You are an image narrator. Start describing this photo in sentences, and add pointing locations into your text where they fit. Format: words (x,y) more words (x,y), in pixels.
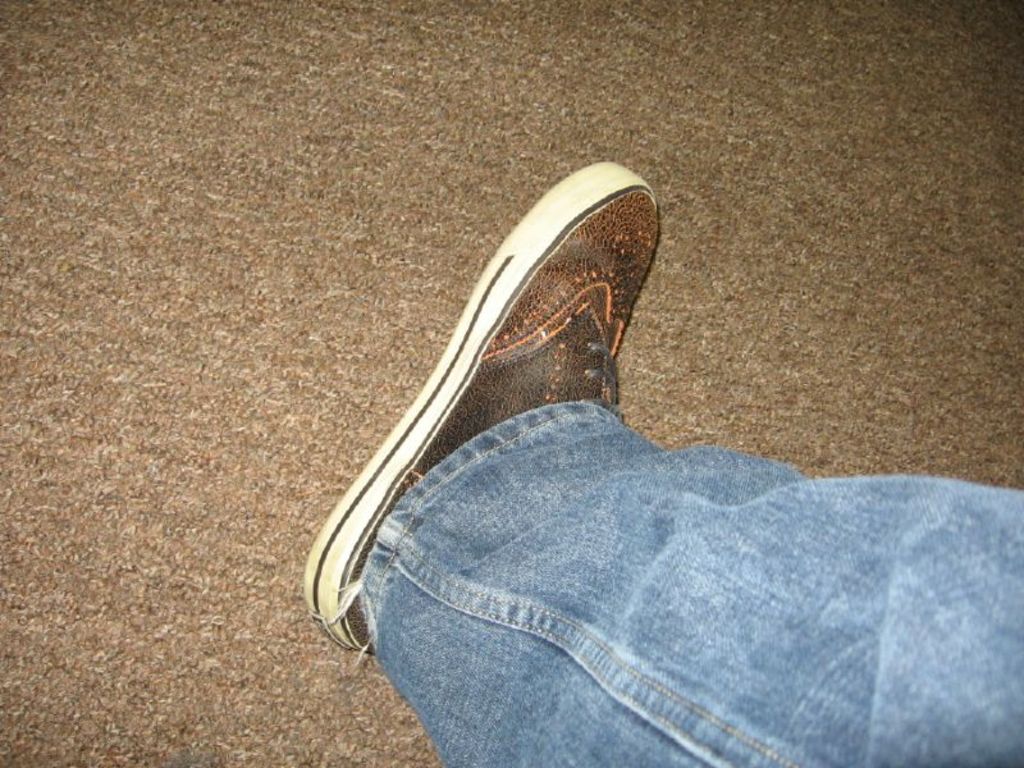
In this image we can see the leg (645,459) of a person (645,459) on a platform (36,559) and worn shoe (591,388) to the leg (878,574).
